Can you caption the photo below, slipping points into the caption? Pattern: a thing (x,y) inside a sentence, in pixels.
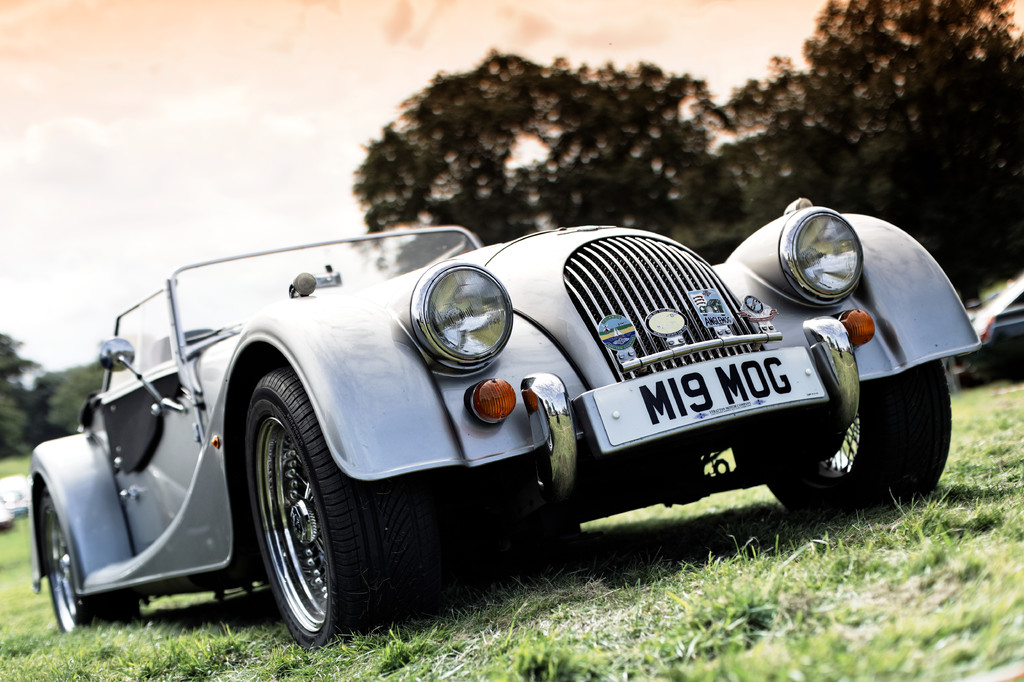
In the image I can see a car (529,485) and also I can see some trees (514,186) to the side.
